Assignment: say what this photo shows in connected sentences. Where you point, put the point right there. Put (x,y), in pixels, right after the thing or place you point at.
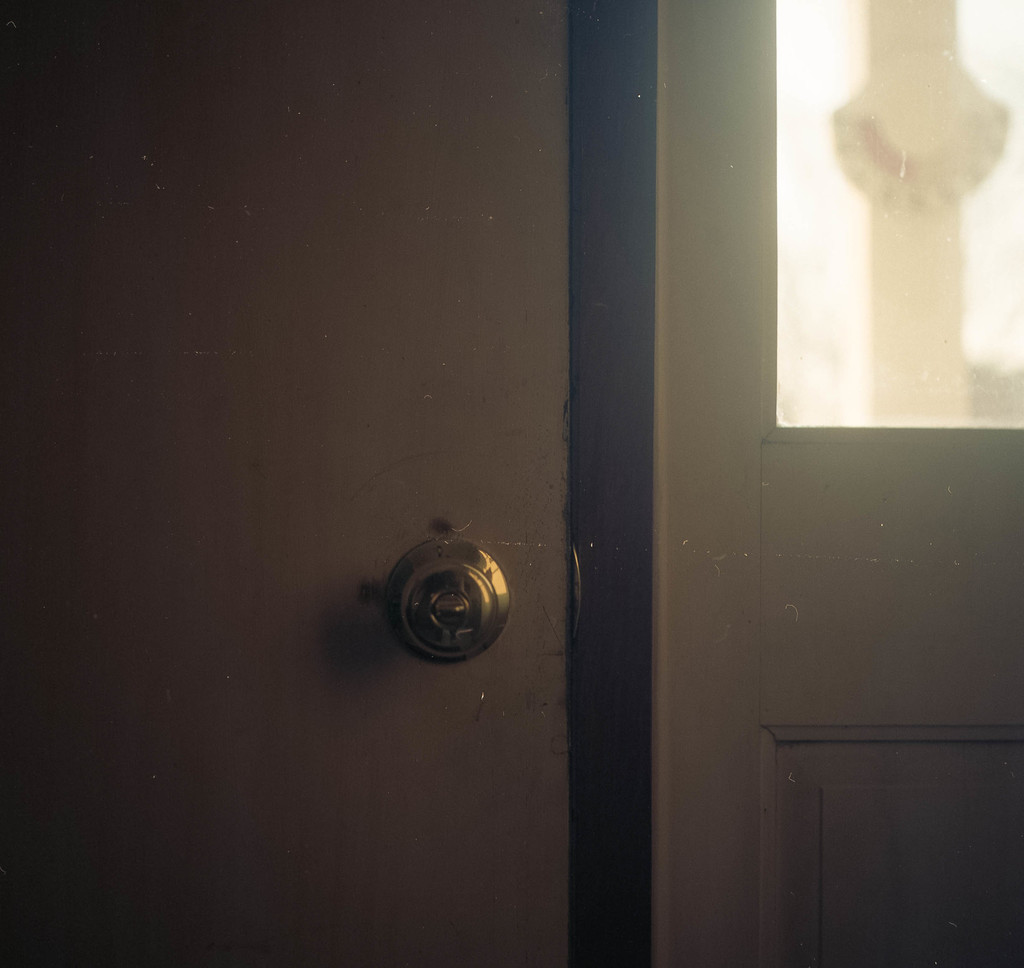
In this picture we can see a door (532,650).
